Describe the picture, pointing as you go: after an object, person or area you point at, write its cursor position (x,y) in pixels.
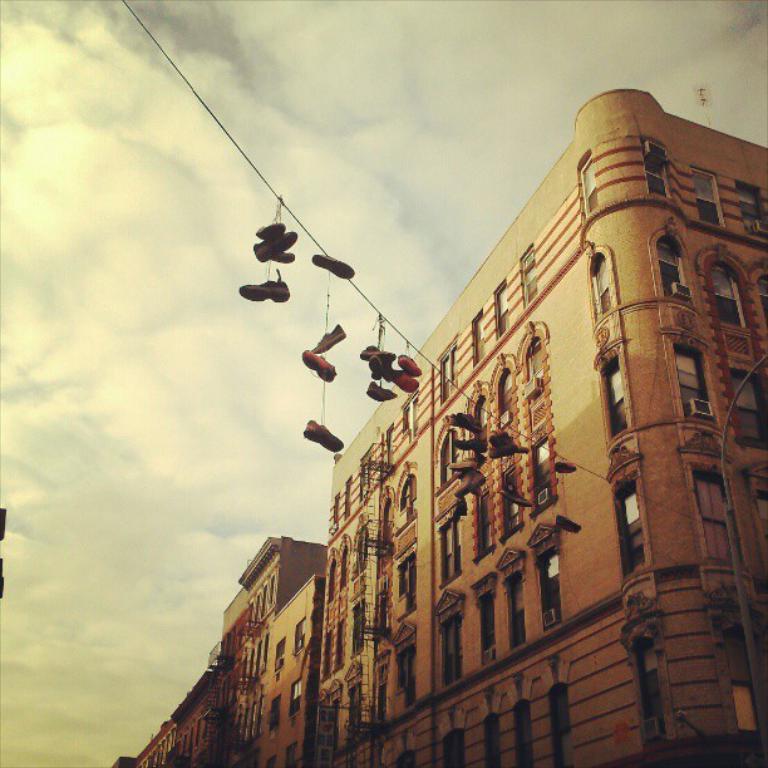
In this image there is a building (507,423) in the middle (449,480). To the building (509,431) there is a rope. There are so many shoes (393,397) which are hanged to that rope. At the top (115,224) there is the sky (128,218).
